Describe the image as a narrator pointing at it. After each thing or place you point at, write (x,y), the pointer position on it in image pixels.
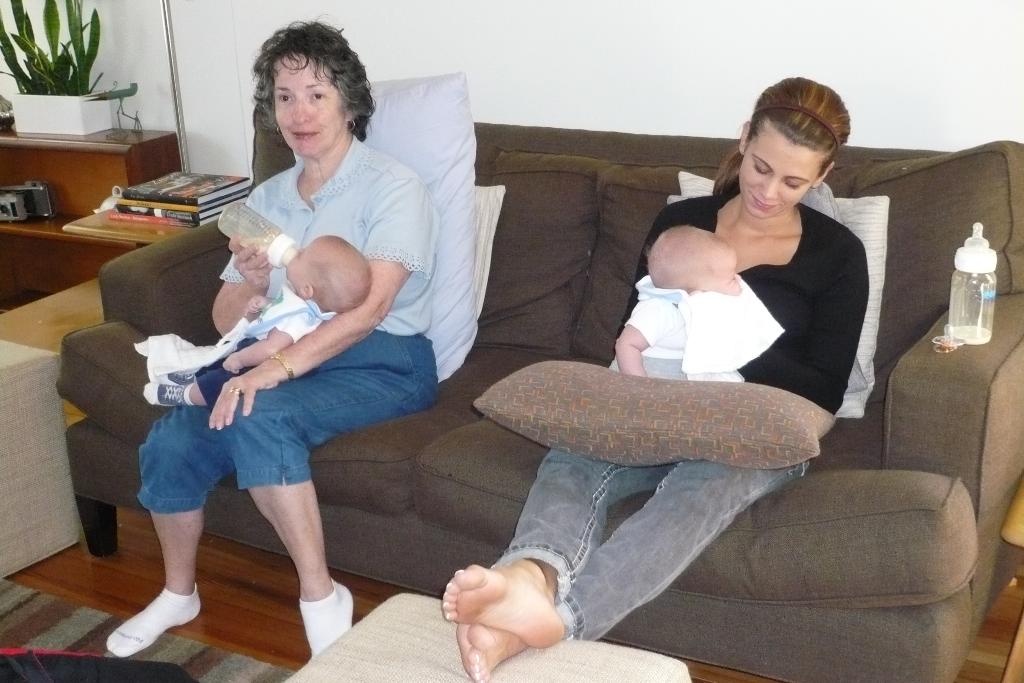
In the center of the picture (607,339) there is a couch (605,162), on the couch (487,184) there are two women (362,191) sitting holding babies (679,338). On the couch (596,346) there are pillows (567,422) also. In the background (495,49) there is a wall (697,32) painted white. On the left (57,283) there are desk (93,207), books (175,189) and houseplant (73,90).
